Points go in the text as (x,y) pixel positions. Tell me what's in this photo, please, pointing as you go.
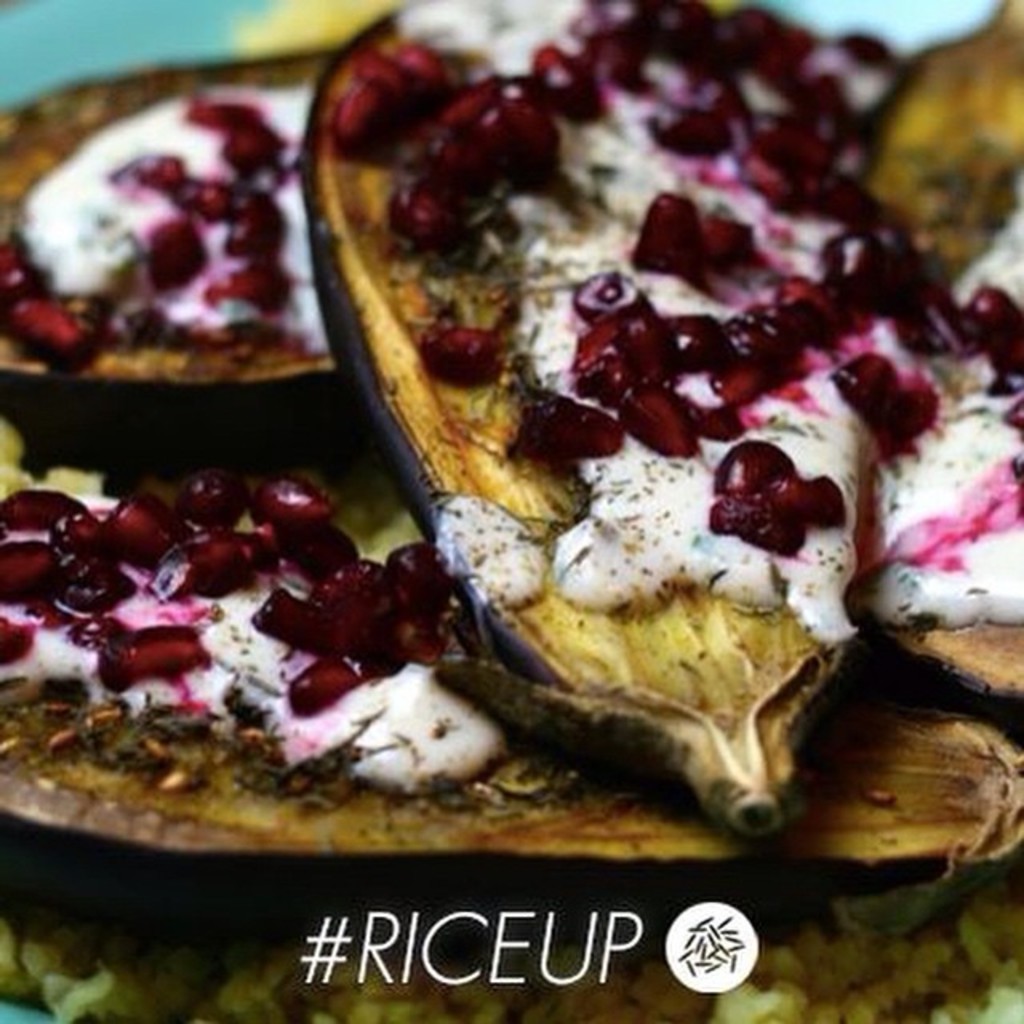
In this picture we can see there are some food items (380,419) and pomegranate seeds (436,122). On the image there is a watermark (738,942).
